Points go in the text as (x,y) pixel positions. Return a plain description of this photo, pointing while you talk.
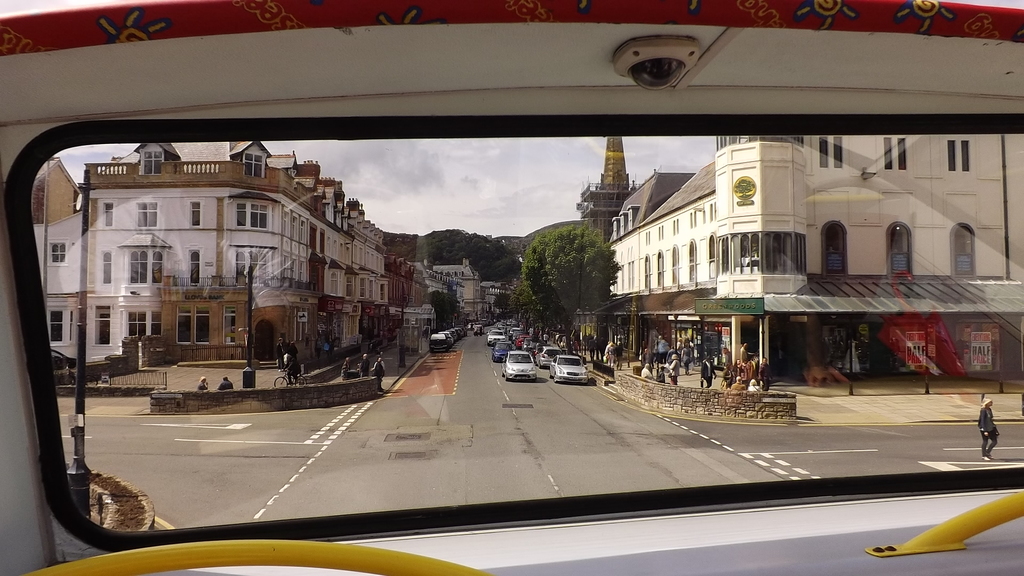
In the image we can see the buildings (709,265) and windows (832,257) of the buildings (186,241). We can even see there are vehicles (513,357) and trees (522,303). There are even people (678,367) walking and some of them are sitting, they are wearing clothes (707,370). Here we can see the road (413,405) and the cloudy sky (319,145).
